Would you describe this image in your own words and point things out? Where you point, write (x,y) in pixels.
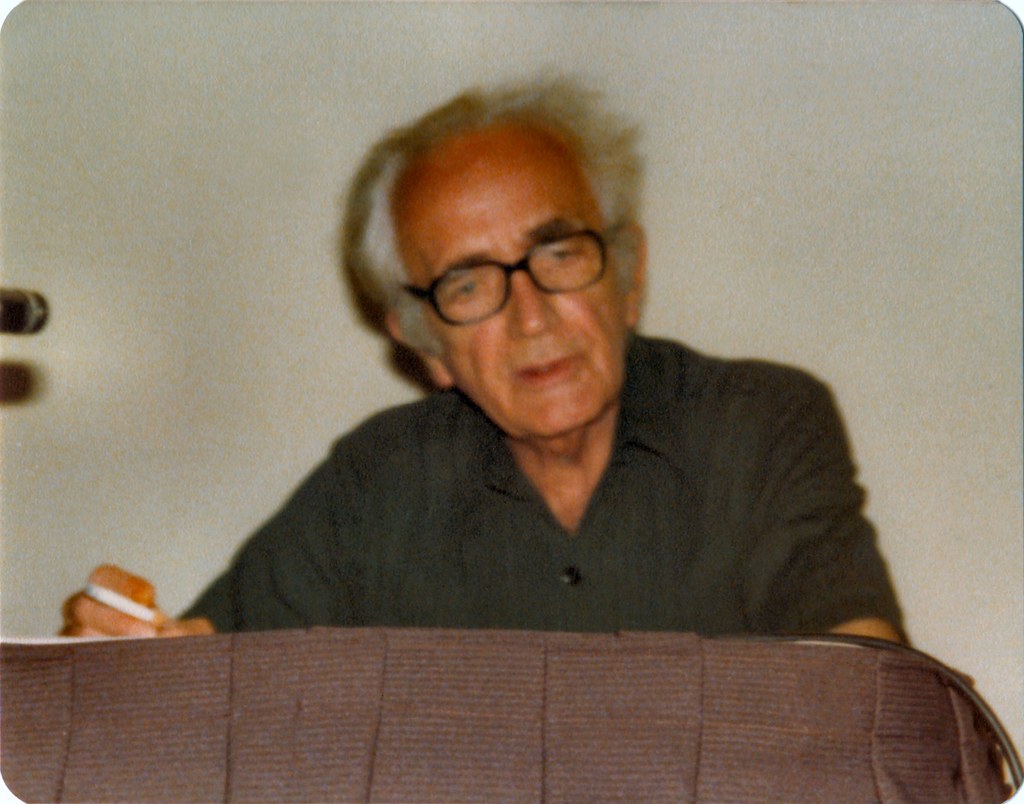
In this picture I can see a man (503,286) and he is holding a cigarette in his hand (129,588) and looks like a table (585,733) and I can see a wall (329,44) in the background (335,107).
